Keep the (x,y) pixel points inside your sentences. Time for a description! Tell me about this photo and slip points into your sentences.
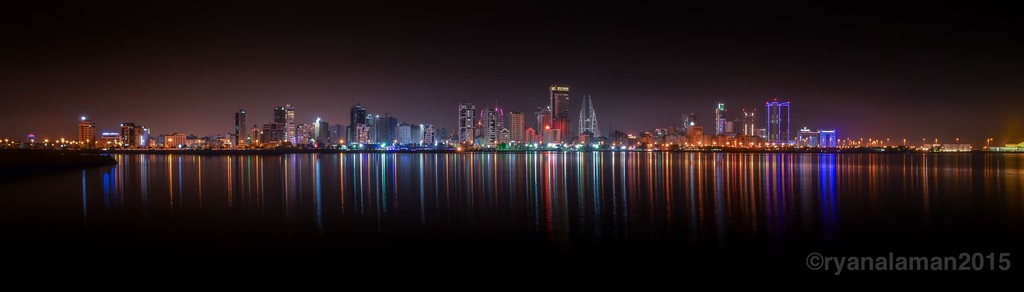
In this image in the background (373,149) there are buildings (548,128) and lights (402,146) and there is some text (926,270) written at the bottom right of the image (907,262) with some numbers (978,265).
